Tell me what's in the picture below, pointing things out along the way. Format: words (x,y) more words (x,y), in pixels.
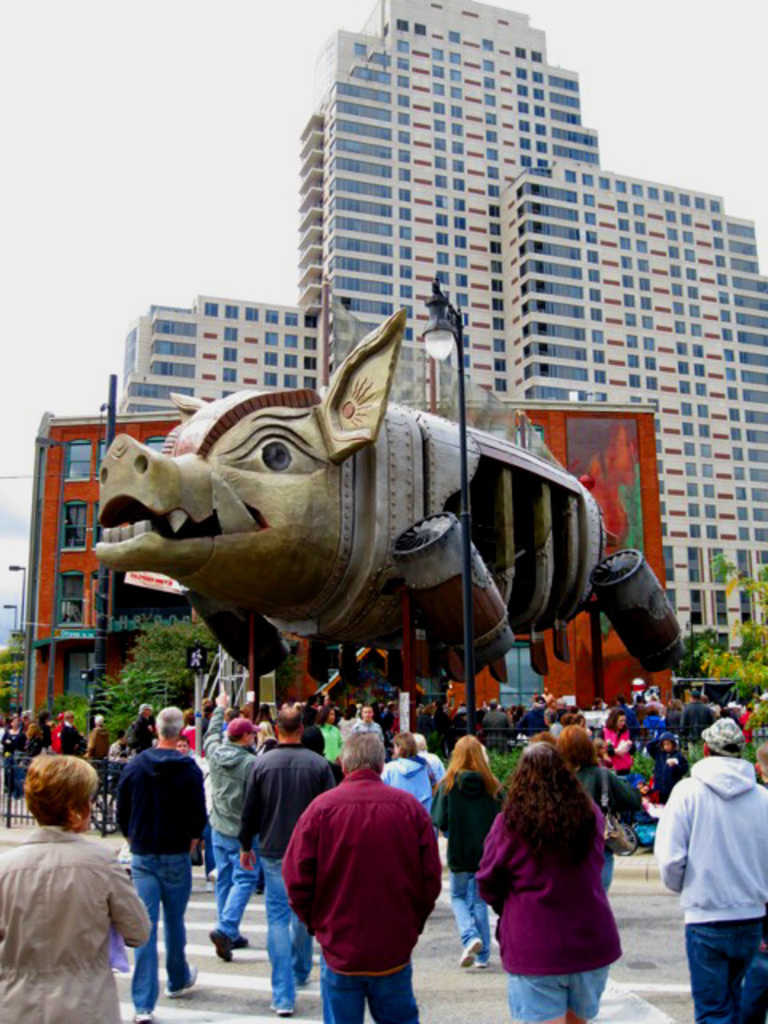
In this image there is a statue (335,427). Few persons (316,855) are walking on the floor (193,934). Left side (25,771) there is a fence (7,817). Beside the statue (459,494) there is a street light (469,538). There are few poles (23,616). Behind there are few trees (19,672). Background (683,534) there are few buildings (593,446). Top of image (260,208) there is sky (257,177).
